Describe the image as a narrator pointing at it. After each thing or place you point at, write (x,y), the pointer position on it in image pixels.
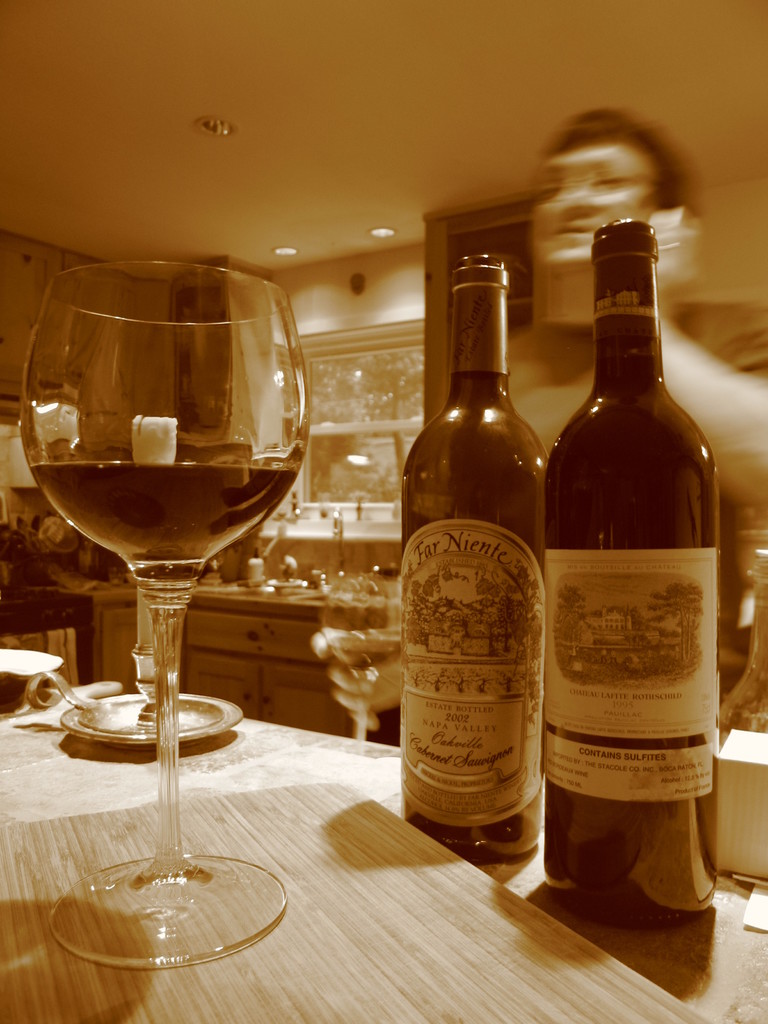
In this image I can see two wine bottles (528,601) and a glass of wine (175,593) on the table (228,763). In the background (331,641) I can see a man (748,445) wearing glasses (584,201) is standing and holding a wine glass (387,629) in his hand (373,704), I can see a counter top (261,583), the wall (373,311), the ceiling (337,149) and few lights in the background (325,147).
